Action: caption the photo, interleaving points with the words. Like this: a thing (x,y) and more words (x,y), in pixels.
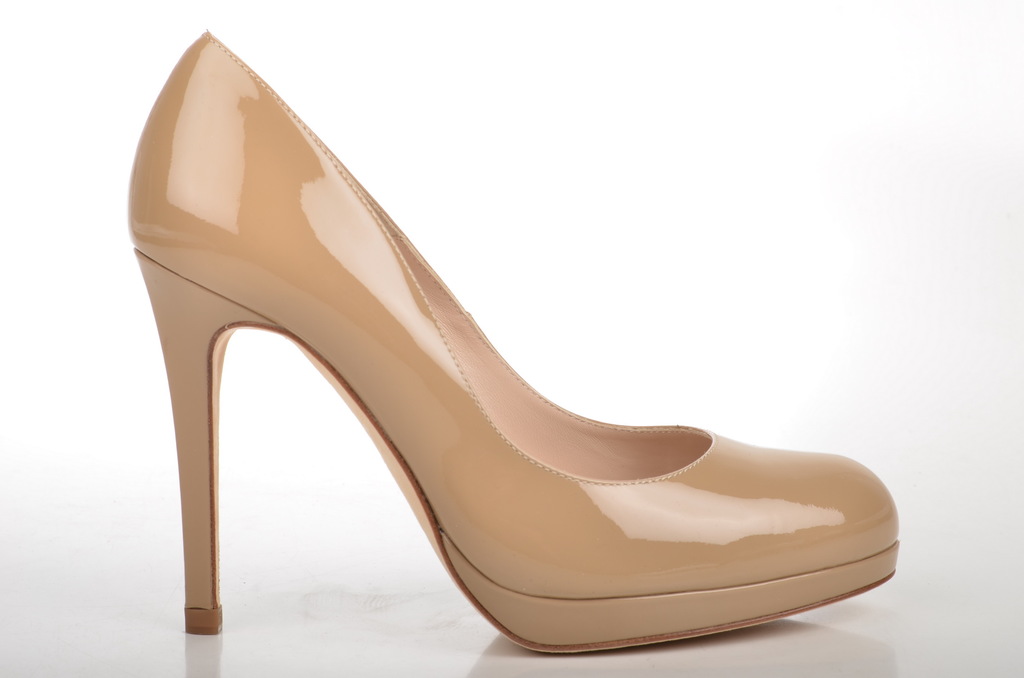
In this image we can see a footwear (288,261) on the ground (935,604), the background of the image (738,221) is white in color.
